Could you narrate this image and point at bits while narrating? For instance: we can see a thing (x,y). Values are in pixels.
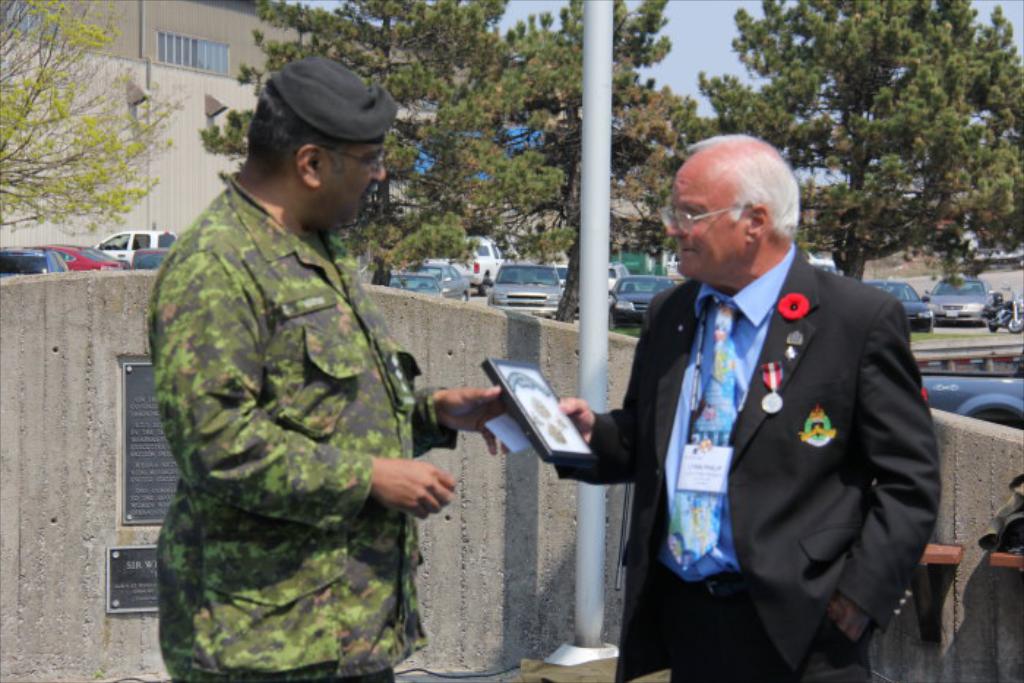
In this image we can see two persons (443,502) and an object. In the background of the image (499,198) there is a wall (123,337), vehicles (495,261), trees (506,104), buildings (266,48), pole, the sky (694,83) and other objects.
